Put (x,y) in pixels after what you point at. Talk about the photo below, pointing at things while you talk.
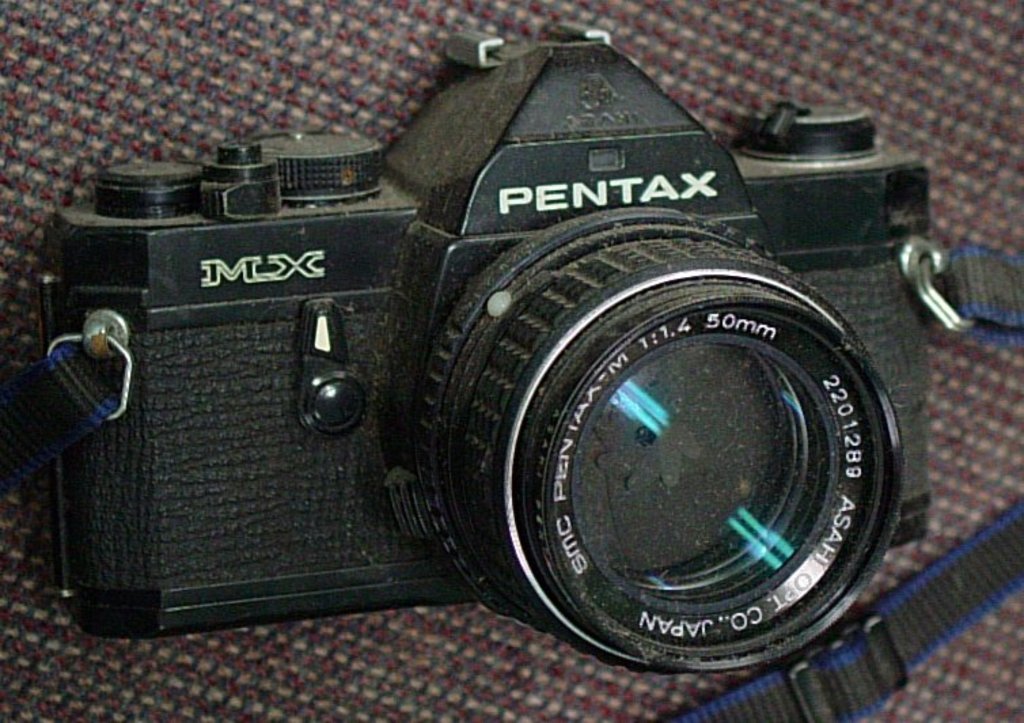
In this picture we can see some text (551,189) and numbers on a camera (375,447). We can see a strap (983,540) on this camera (726,560).
